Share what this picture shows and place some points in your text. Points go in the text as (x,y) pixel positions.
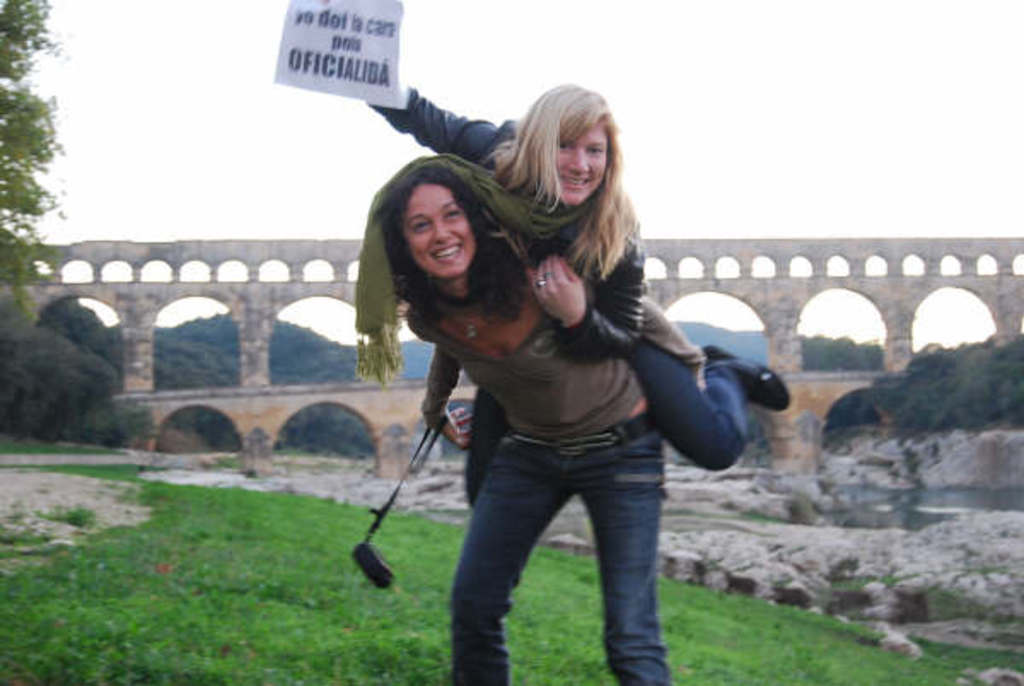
In this image we can see a woman (636,429) standing on the ground (410,530) holding a device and carrying a woman (618,290) who is holding a paper (317,39) containing some text (379,62) on it. We can also see some grass (296,517), stones (672,571), water (893,522), a group of trees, a bridge (781,354) with stone pillars (781,354) and the sky (213,174).
